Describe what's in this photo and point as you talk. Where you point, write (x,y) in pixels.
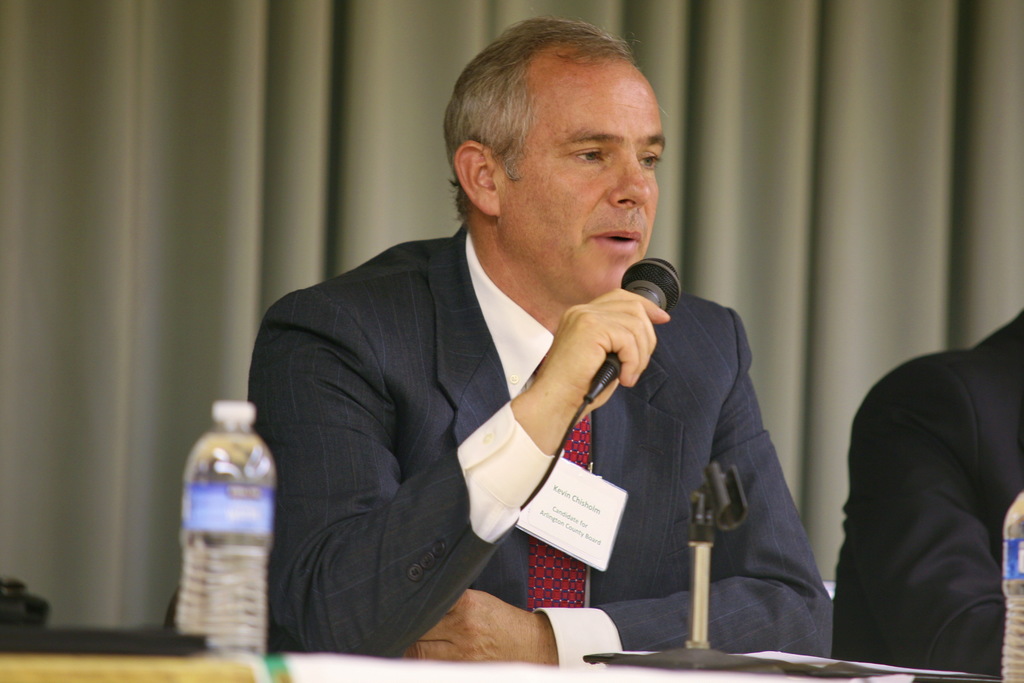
In this image i can see a person (594,329) holding a microphone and a water bottle (238,418) in front of him.
